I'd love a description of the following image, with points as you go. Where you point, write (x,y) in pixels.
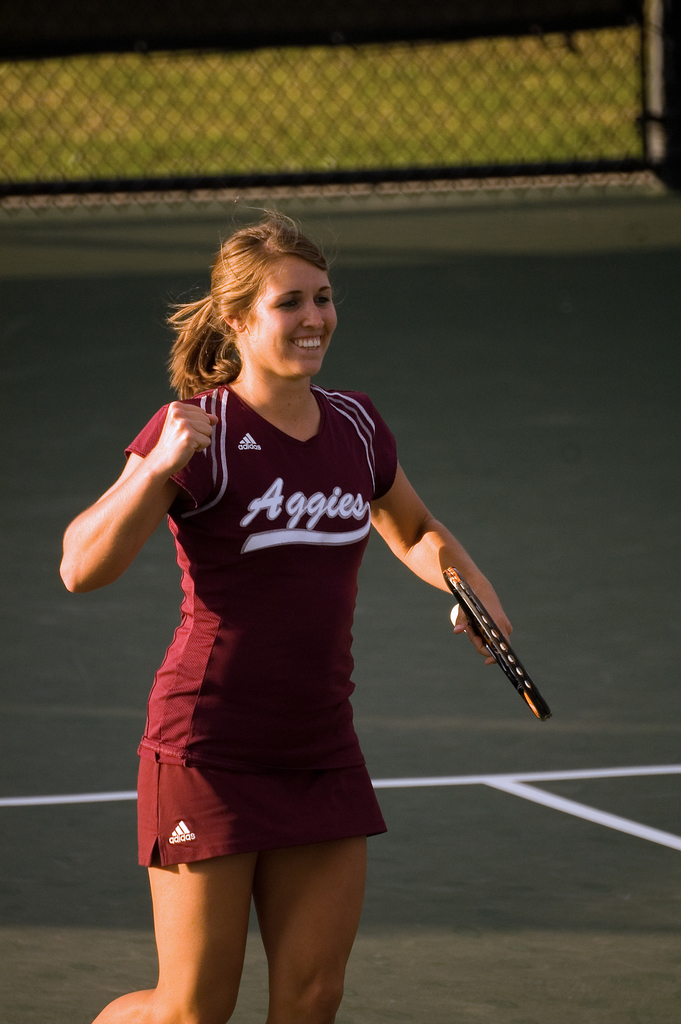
In this picture there is a woman (209,734) standing and smiling. She is holding a tennis racket (490,634) in her hand (484,653). There is a fence (268,122) at the background (307,135).
